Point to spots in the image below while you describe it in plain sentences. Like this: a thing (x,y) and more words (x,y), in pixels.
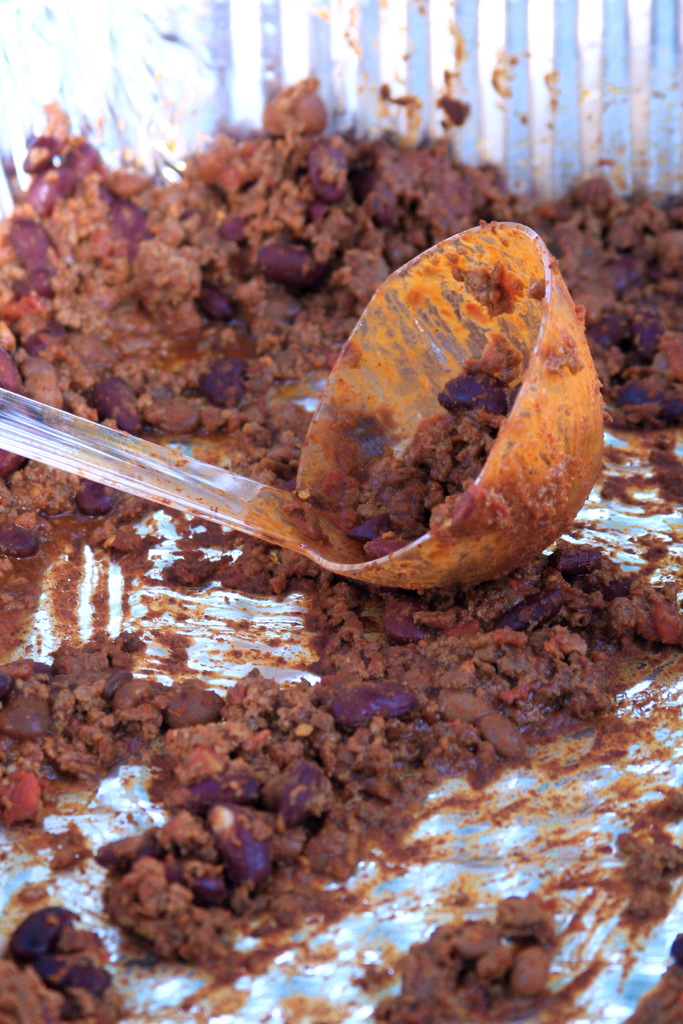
In the center of the image (274,651) we can see one silver color object (478,894). In the silver color object (583,855), we can see one big spoon (512,449) and some food items (369,480). In the background (643,101), we can see it is blurred.
